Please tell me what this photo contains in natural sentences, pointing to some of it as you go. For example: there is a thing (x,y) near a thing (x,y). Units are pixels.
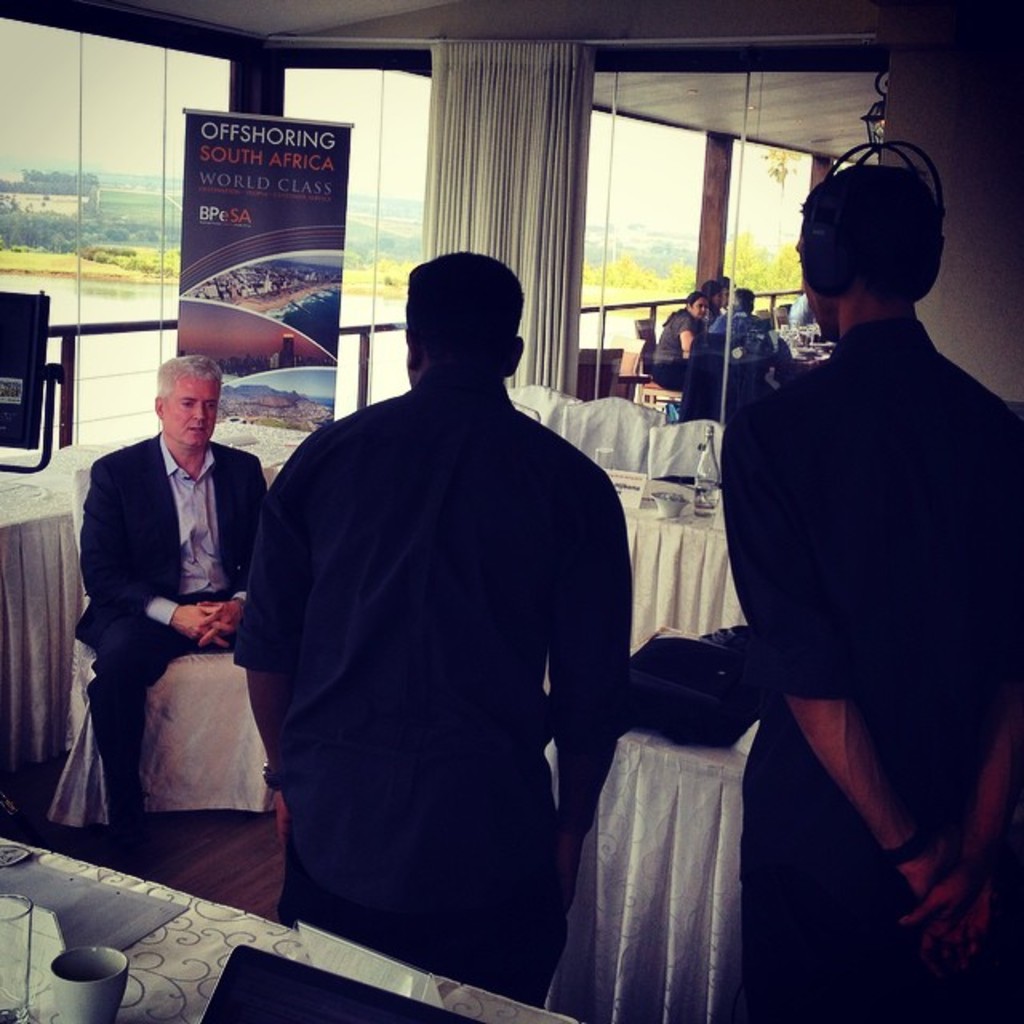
This image consists of a many people (451,696). It looks like a restaurant (776,293). In which, we can see the tables (670,937) and chairs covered with the white clothes (24,613). On the left (177,208), it looks like windows (28,243) and doors (55,278) made up of a glass (12,189). In the middle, there is a curtain (572,226). At the top (834,117), there is a roof (829,104).
